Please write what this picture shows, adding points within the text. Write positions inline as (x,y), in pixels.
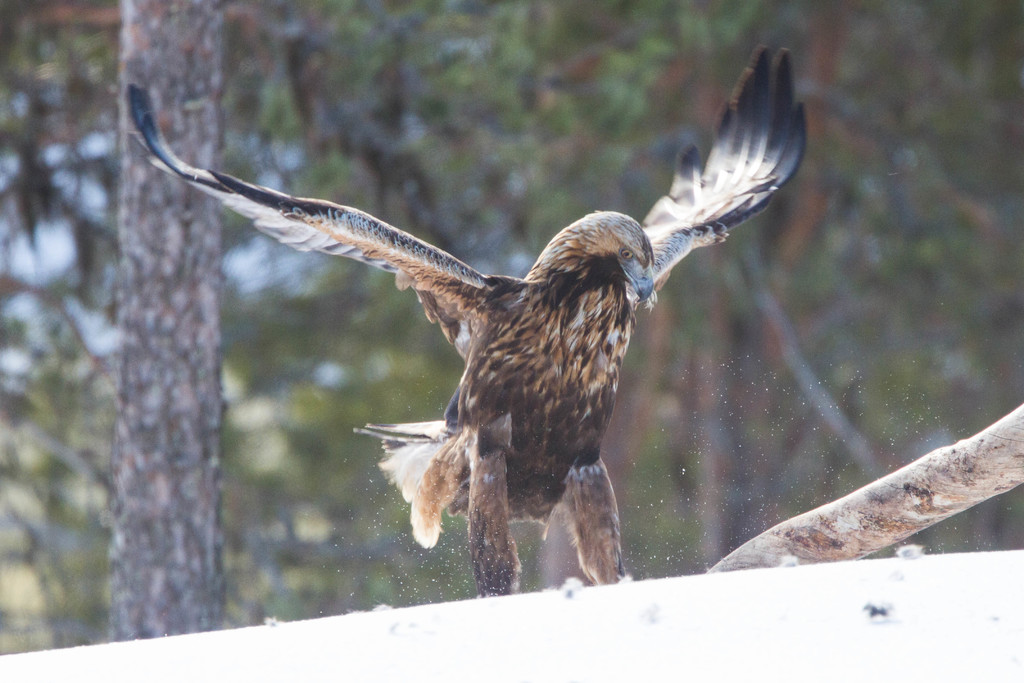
In this picture, there is an eagle (497,537) in the center (638,295). At the bottom (677,606) there is snow (668,622). In the background (496,233) there are trees (558,188).
